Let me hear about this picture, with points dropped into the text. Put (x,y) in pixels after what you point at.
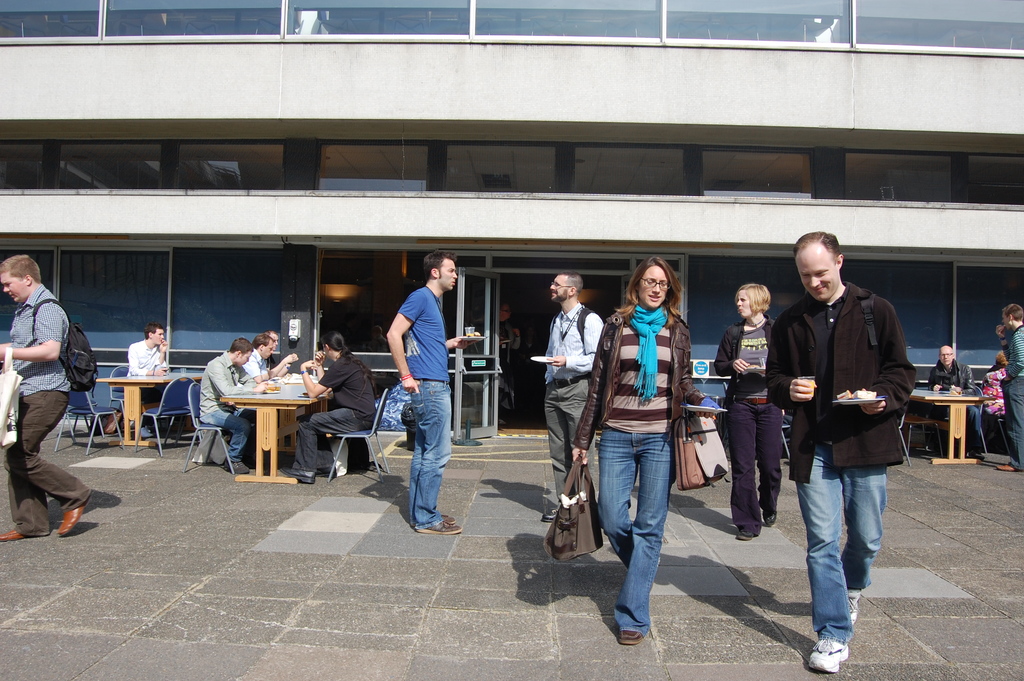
In this picture we can see a group of people (42,379) where some are sitting on chairs (161,411) and some are standing and some are walking on the ground (947,487) and in the background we can see a building (384,266).
